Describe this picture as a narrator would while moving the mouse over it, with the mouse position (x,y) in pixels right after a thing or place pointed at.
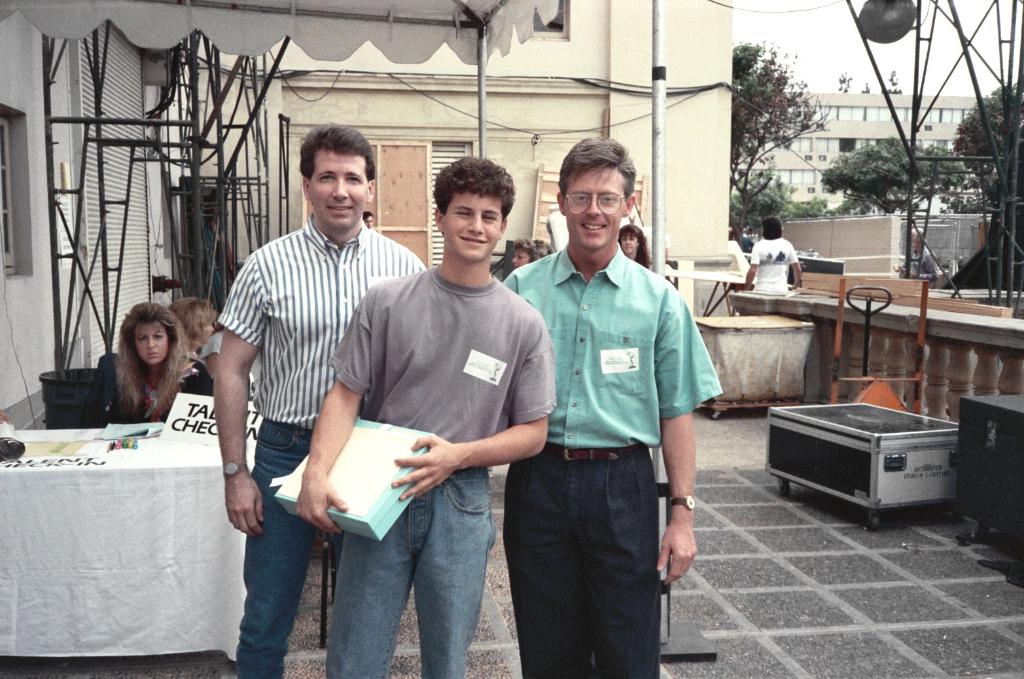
This picture describes about group of people (248,370), few are seated and few are standing, in the middle of the image (528,384) we can see a man (502,351), he is holding a box (305,462), in the background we can see few metal rods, box (915,444), buildings (809,161) and trees (750,163).
